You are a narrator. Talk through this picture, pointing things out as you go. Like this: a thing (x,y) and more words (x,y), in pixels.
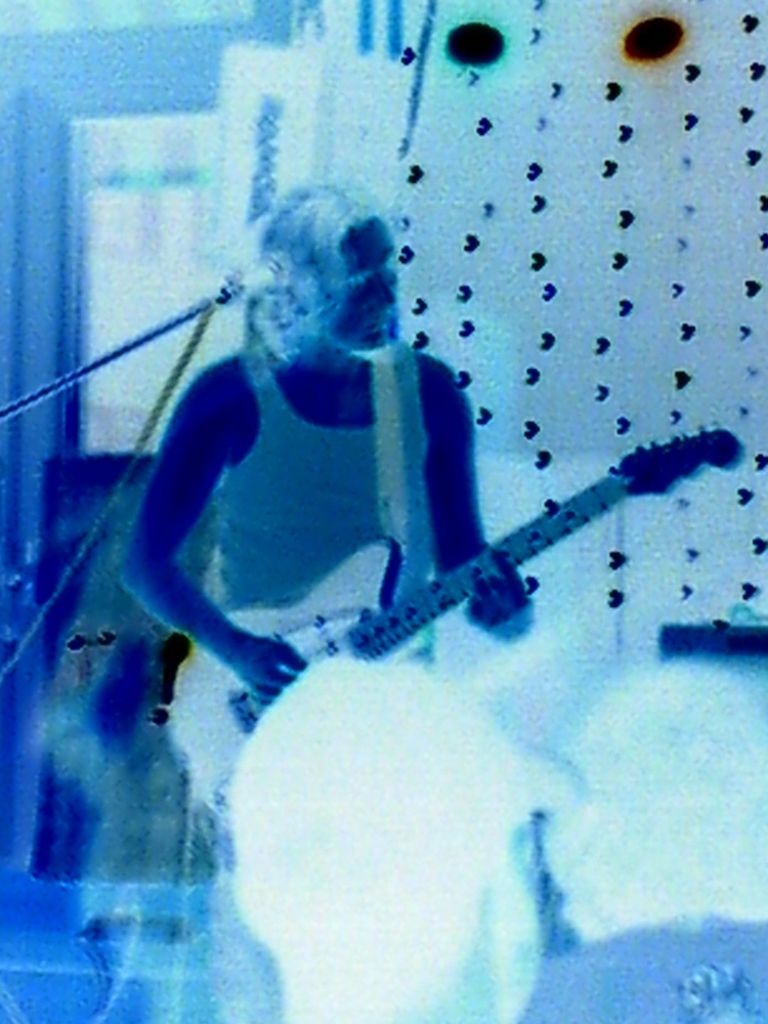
This is an edited image of a few people (256,647), a microphone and the wall (589,242). We can also see the ground (60,905).
